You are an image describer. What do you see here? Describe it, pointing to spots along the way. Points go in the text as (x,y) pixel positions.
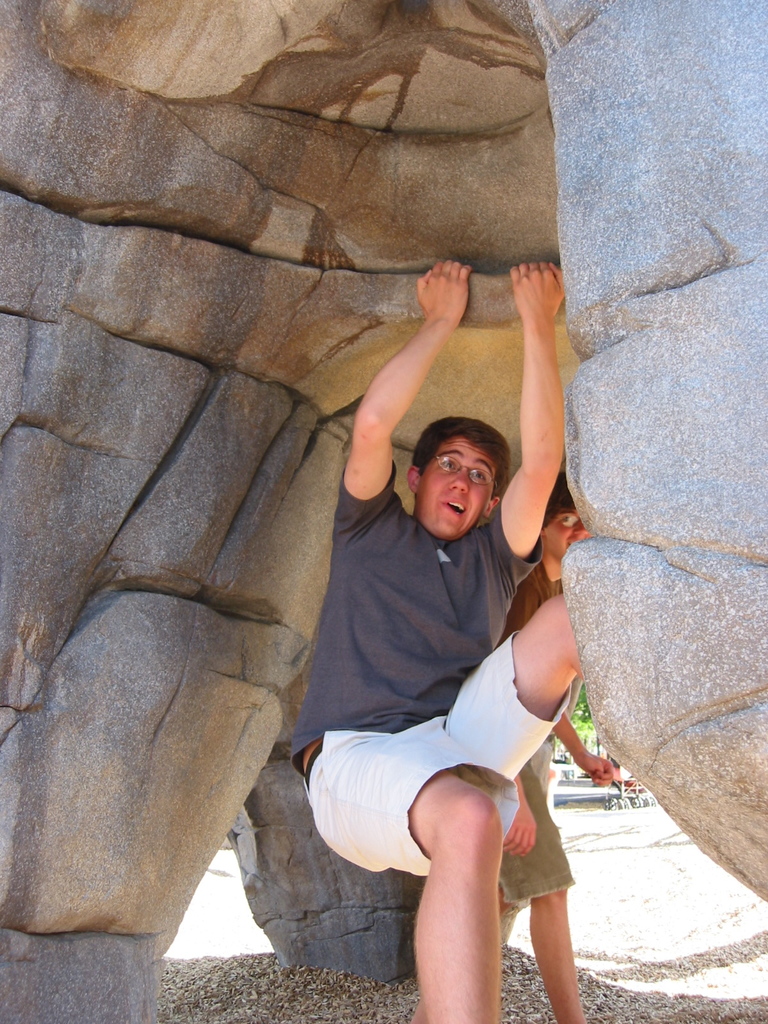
In the middle of the image (402,525), there is a person (481,656) in a t-shirt (475,642), smiling and holding a rock (541,246) of an arch (385,278). Beside him, there is another person (540,777) walking on the ground (609,989). In the background (626,855), there is a dry land (614,855).
